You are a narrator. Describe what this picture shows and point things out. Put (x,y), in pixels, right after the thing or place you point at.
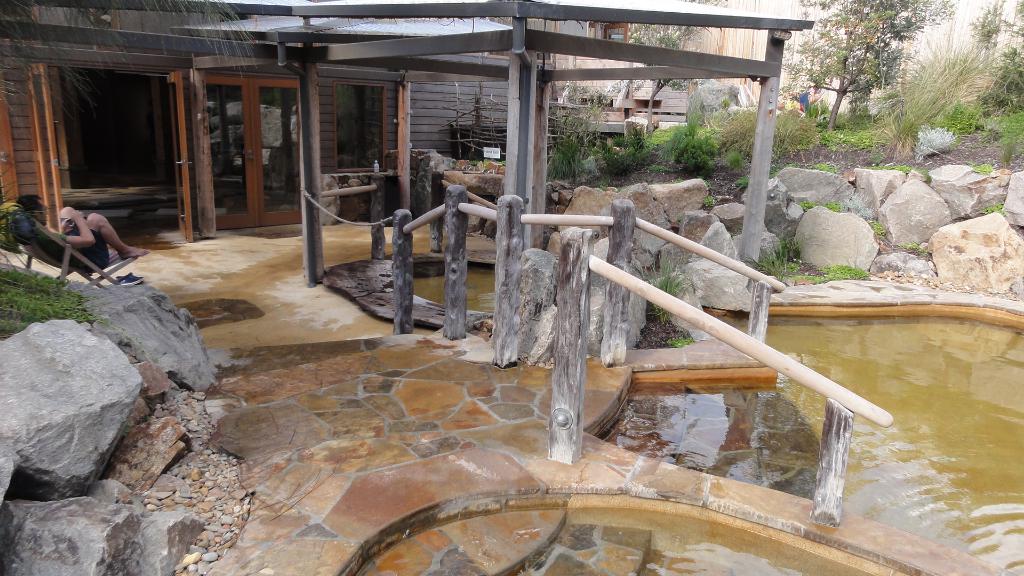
In this image we can see a person (105,252) sitting on the chair (68,244), barrier poles (453,269), rocks (691,234), shrubs (788,140), plants (740,111), trees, stones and a building (383,90).
